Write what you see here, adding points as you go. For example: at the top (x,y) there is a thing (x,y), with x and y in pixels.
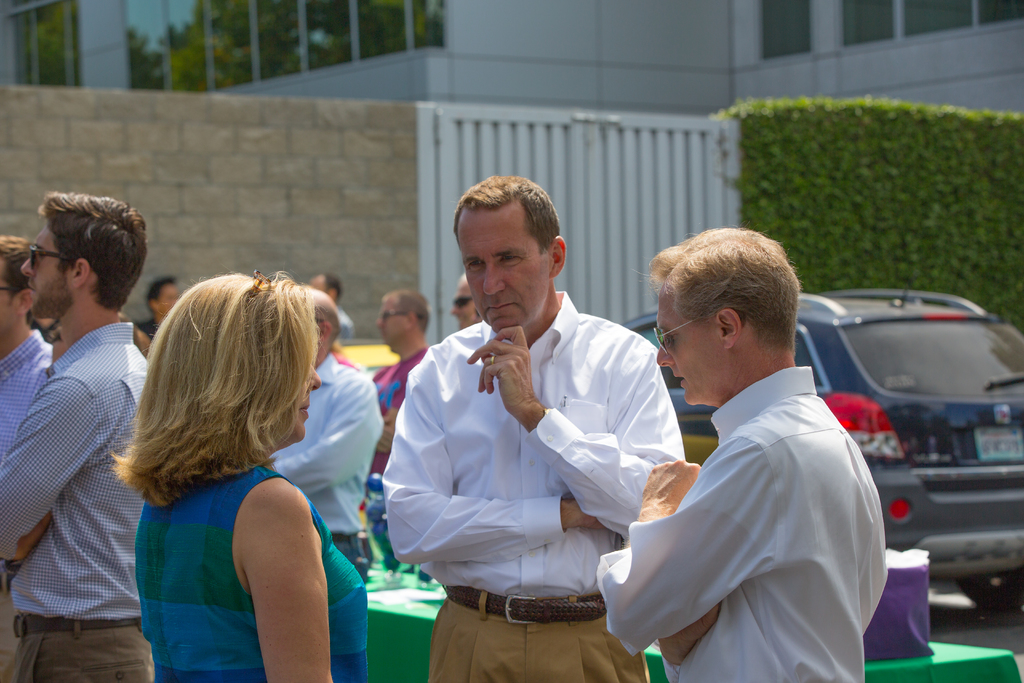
In this picture we can see a group of people (354,483), vehicle (976,482), cloth (391,620) and some objects (914,643) and in the background (265,190) we can see the wall (224,148), metal gate (541,174), plants (801,128) and a building (167,13).
